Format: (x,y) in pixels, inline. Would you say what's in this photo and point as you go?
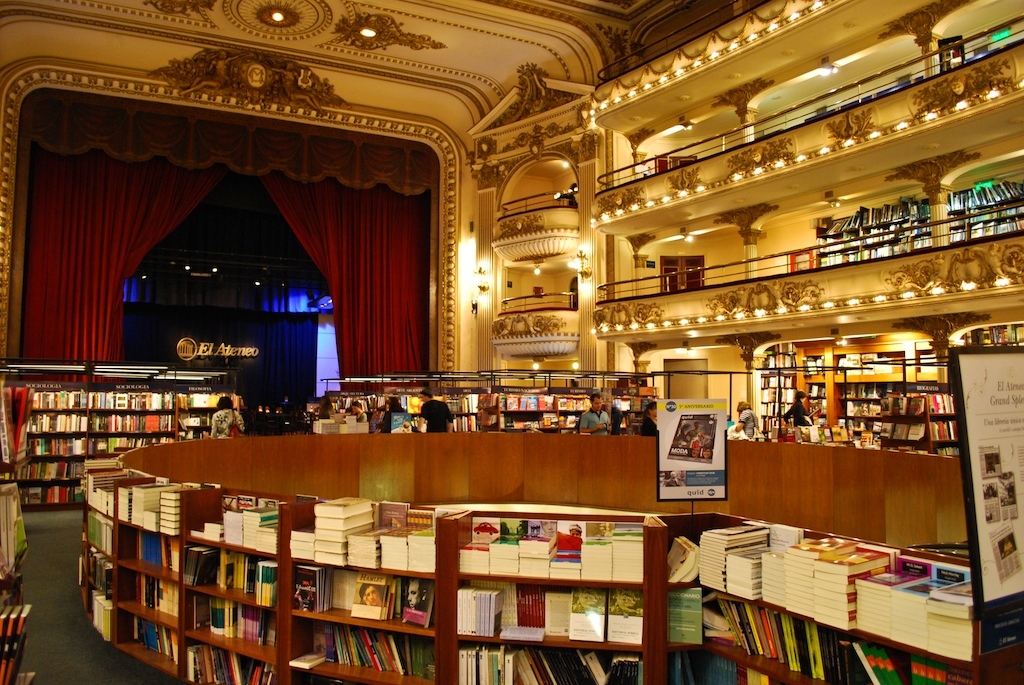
In this image, we can see so many shelves (769,414) filled with books (778,549). Here we can see a board (970,473), poster (697,456), railings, walls (461,254), lights (63,365), curtains (62,334). In the middle of the image (354,413), we can see a group of people (222,426).
